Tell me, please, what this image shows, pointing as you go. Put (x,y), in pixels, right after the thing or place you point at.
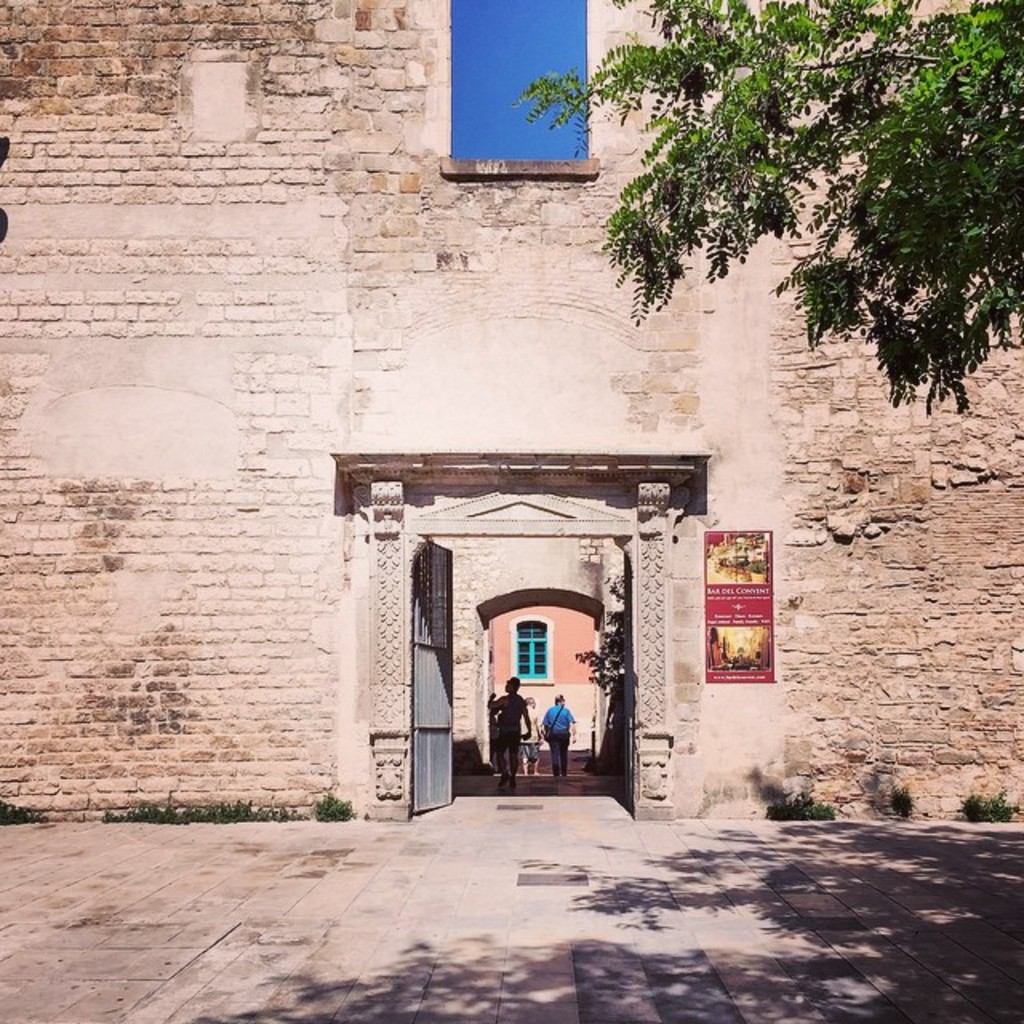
Poster (742,554) is on the wall (778,502). Here we can see a tree (898,219). Far there are people (524,733).
